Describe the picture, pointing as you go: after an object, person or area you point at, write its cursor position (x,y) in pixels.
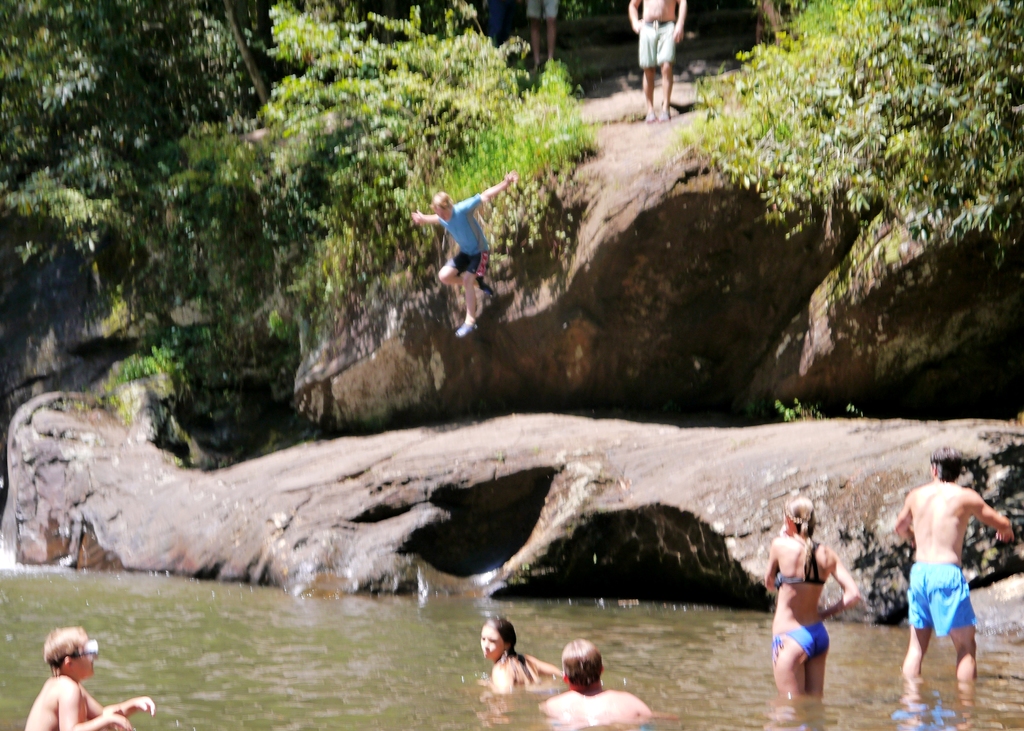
In this image we can see persons (533,38) standing on the rocks (642,125), trees (273,200), person (469,209) jumping from the rock (459,307) and some persons (810,627) standing in the water (375,637).
